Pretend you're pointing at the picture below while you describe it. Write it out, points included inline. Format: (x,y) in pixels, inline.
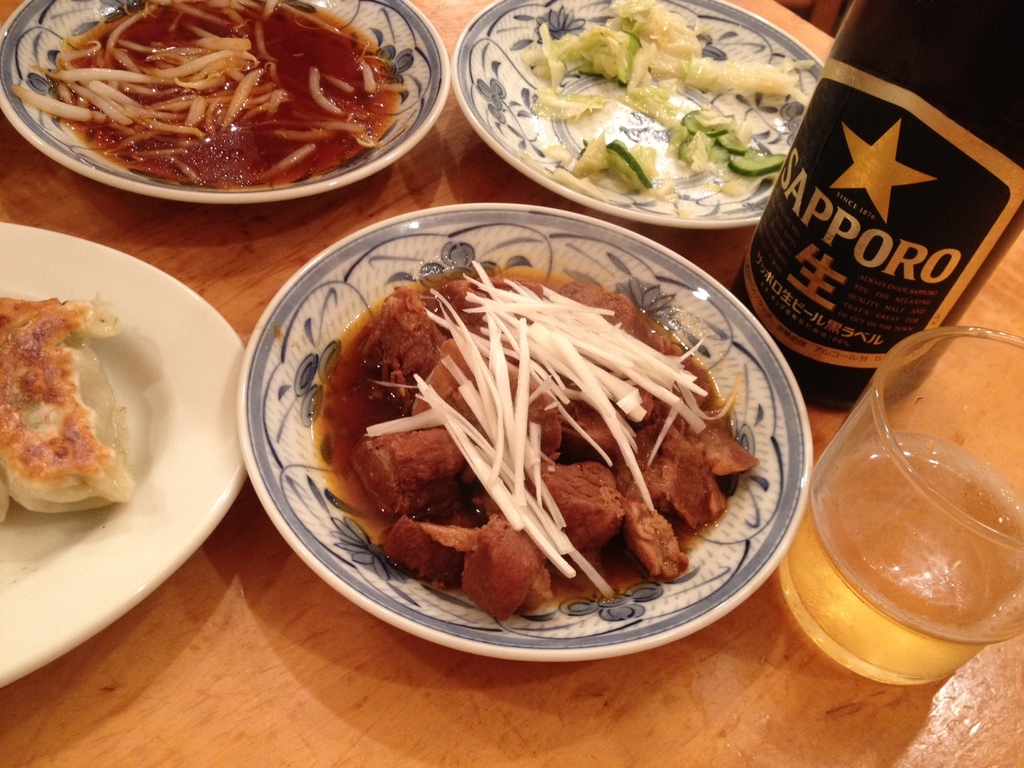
On this wooden table (440,668) we can see plates (298,518), bottles (897,98), glass (845,625) and food (468,279).
